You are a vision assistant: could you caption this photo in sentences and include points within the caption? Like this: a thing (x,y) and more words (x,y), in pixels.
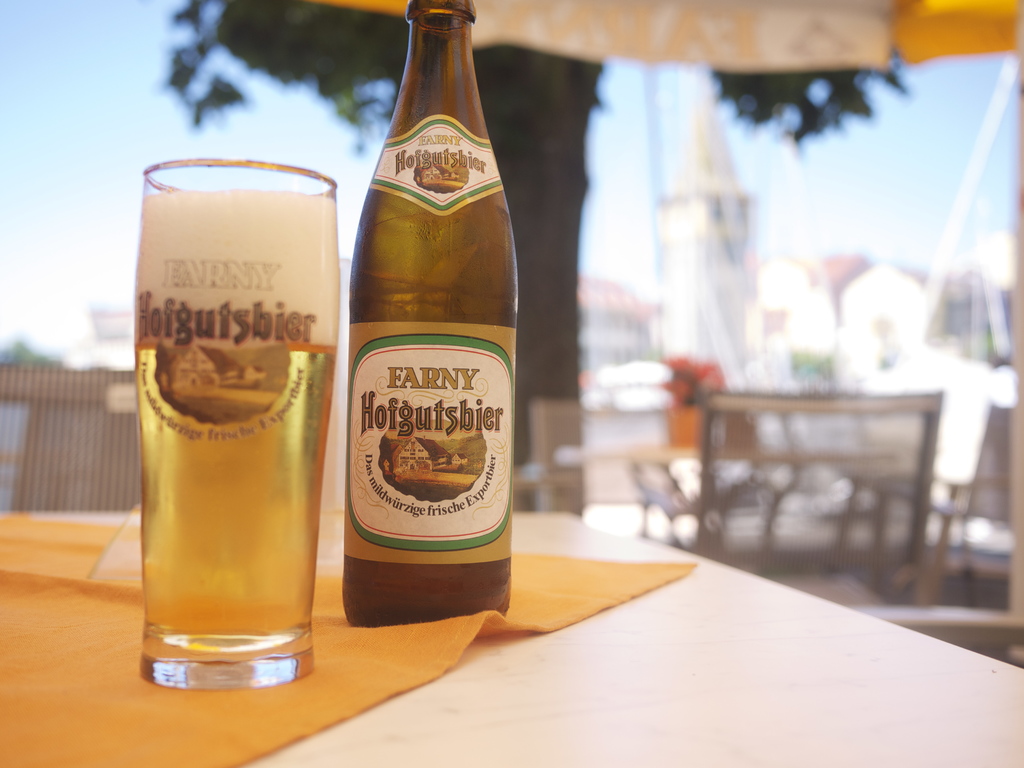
In the picture we can find a table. On the table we can find beer bottle (452,454) and a glass (313,483) with beer (298,494). In the background (586,292) we can find some chairs (539,414), tree (568,301), sky (956,94) and buildings (701,294). And the beer bottle (475,450) placed on a cloth (111,621).
